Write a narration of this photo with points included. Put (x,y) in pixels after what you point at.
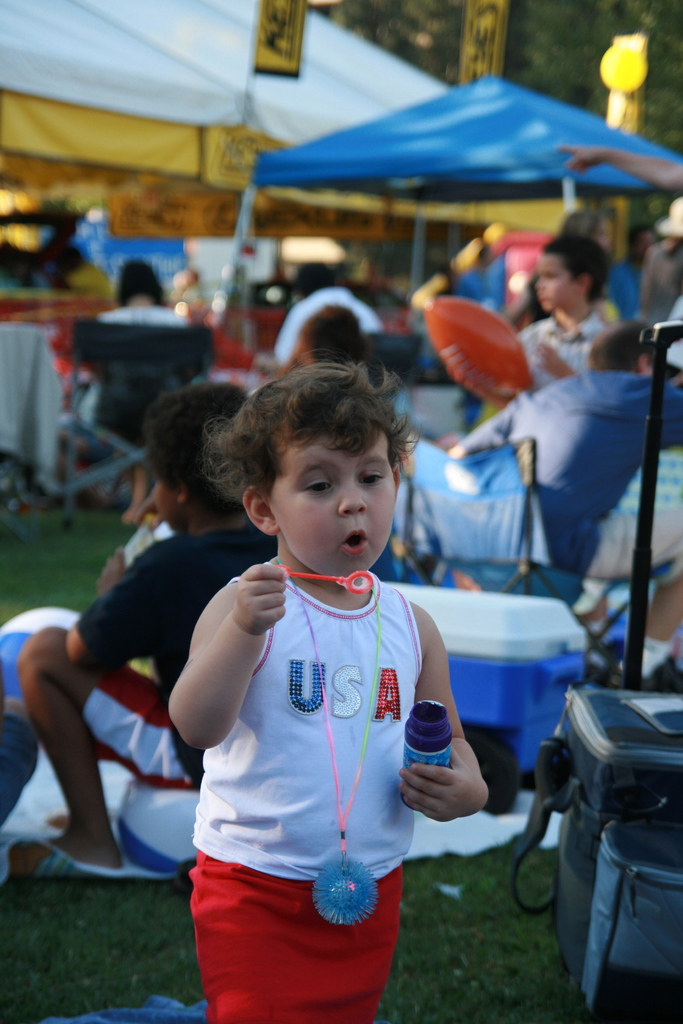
In the picture I can see people (516,412) among them some are sitting and some are standing. The boy (283,673) in front of the image is standing and holding some objects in hands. In the background (109,173) I can see chairs (409,378), tents (323,196) and some other objects (324,254). The background of the image (324,239) is blurred.
